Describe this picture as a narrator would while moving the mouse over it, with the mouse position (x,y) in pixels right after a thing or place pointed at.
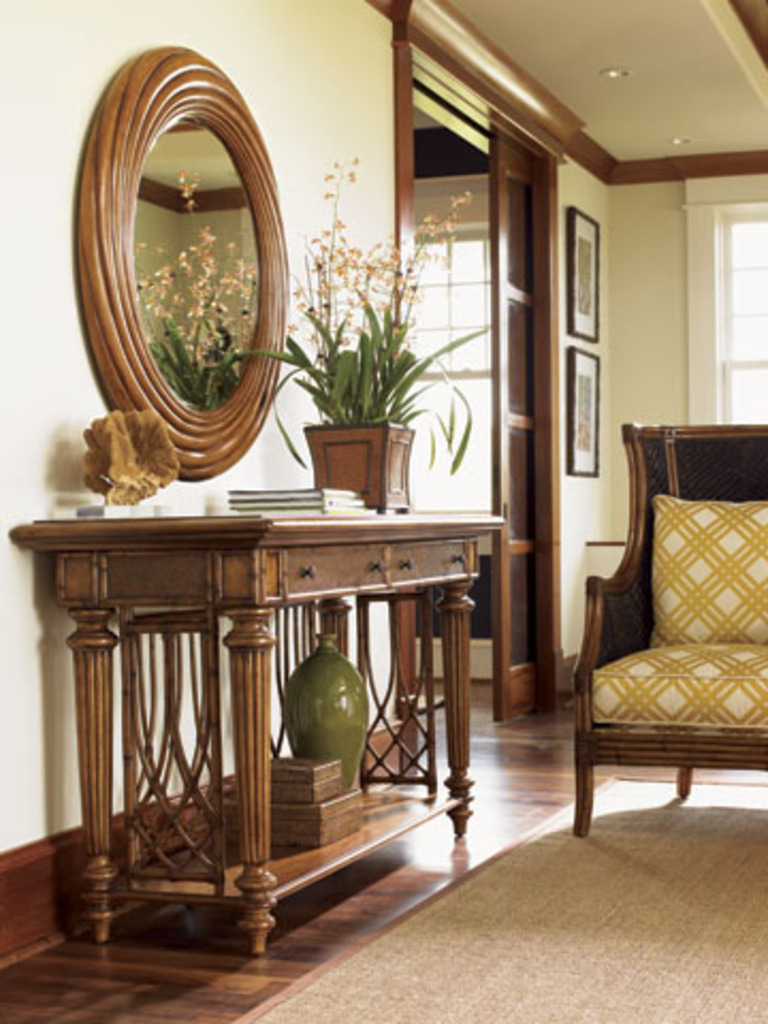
In this picture I can see the inside view of a room (553,338) and I can see a table (332,590) in front (394,476), on which there are few books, a plant (370,373) and a vase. I can also see a mirror (168,264) above the table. In the background (621,523) I can see 2 photo frames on the wall (585,511) and I can see a chair (685,725). I can also see the windows (732,413).
